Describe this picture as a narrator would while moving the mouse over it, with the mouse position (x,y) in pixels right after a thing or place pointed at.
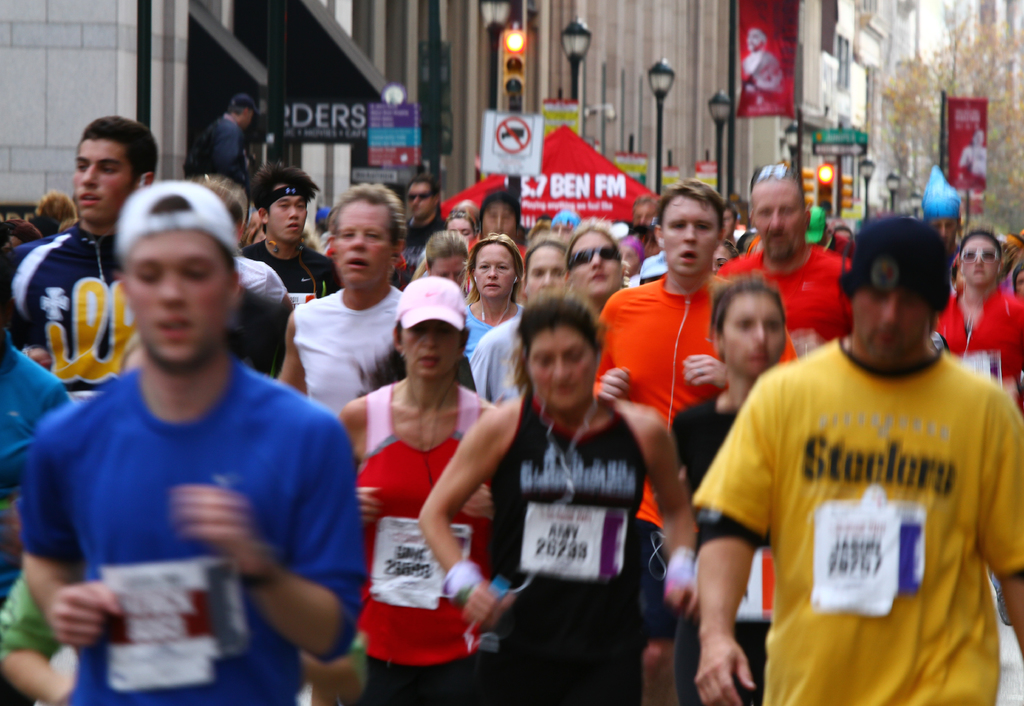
In this image we can see some people (403,511) in the street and there are some street lights (658,125) and traffic lights (522,59) in the background (513,5). We can see few boards (497,150) with the text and there are some buildings (486,65) and trees (909,95) in the background (1007,17).
